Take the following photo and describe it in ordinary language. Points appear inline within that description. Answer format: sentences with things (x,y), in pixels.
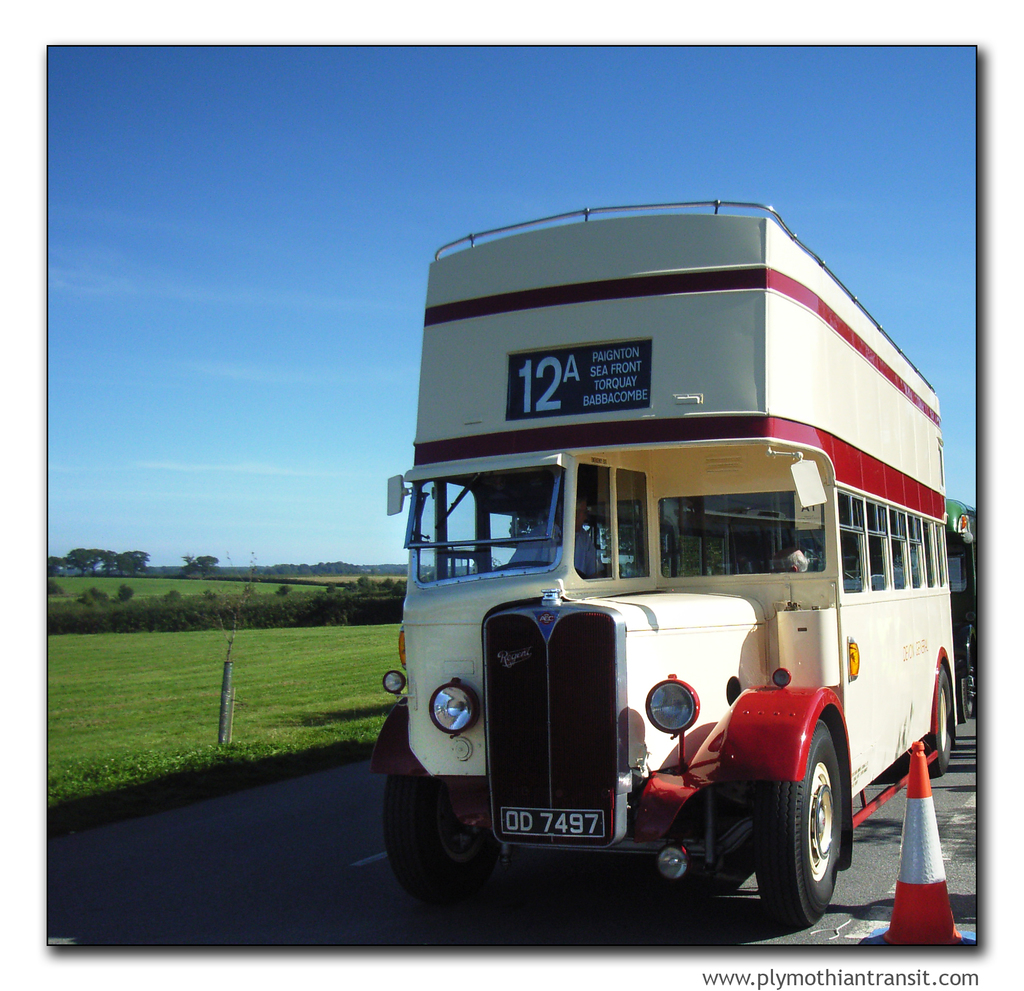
This is an edited image. We can see a person (583,573) in a vehicle (613,624) and the vehicle (617,779) is on the road (658,871). In the bottom right corner of the image (921,942), there is a traffic cone (913,844) and a watermark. On the left side of the image (264,563), there are trees (231,642), grass (203,640) and the sky (230,255).
